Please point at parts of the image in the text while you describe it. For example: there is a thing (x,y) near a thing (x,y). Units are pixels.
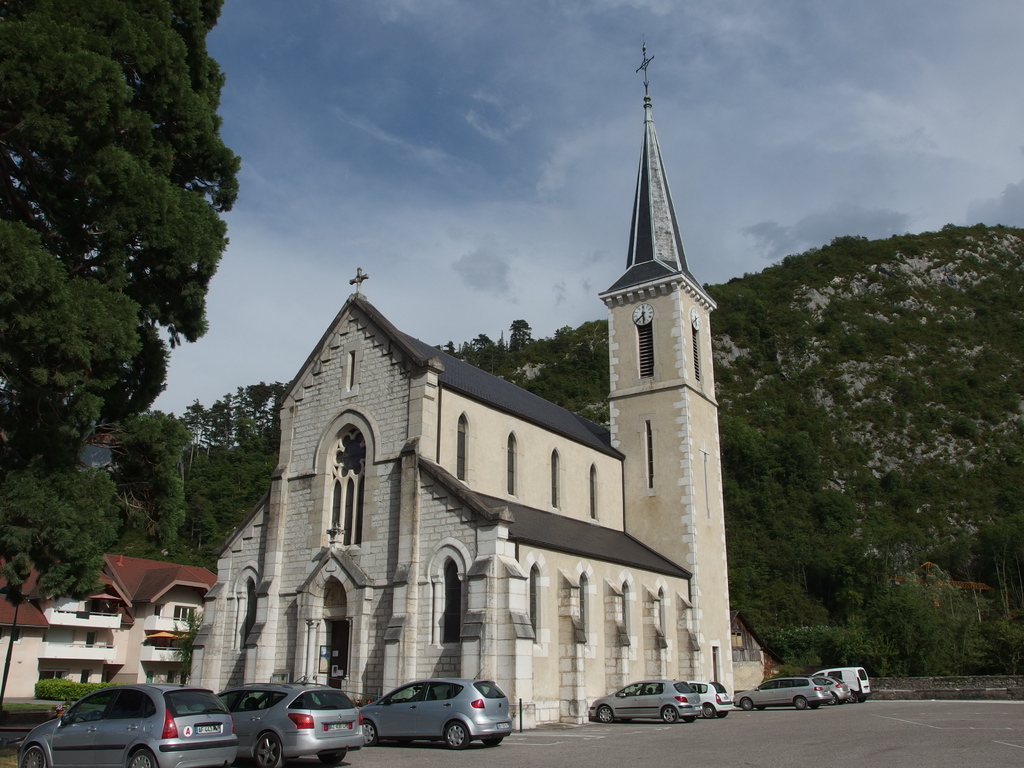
There is a big church (500,461) and in front of church (522,691) some vehicles (219,700) are parked in an order. To the tower (640,333) of the church (617,324) there is a clock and behind the church (673,304) there is a house (96,620) and in the background (857,366) there are plenty of trees (543,356) and the mountain (891,458).
